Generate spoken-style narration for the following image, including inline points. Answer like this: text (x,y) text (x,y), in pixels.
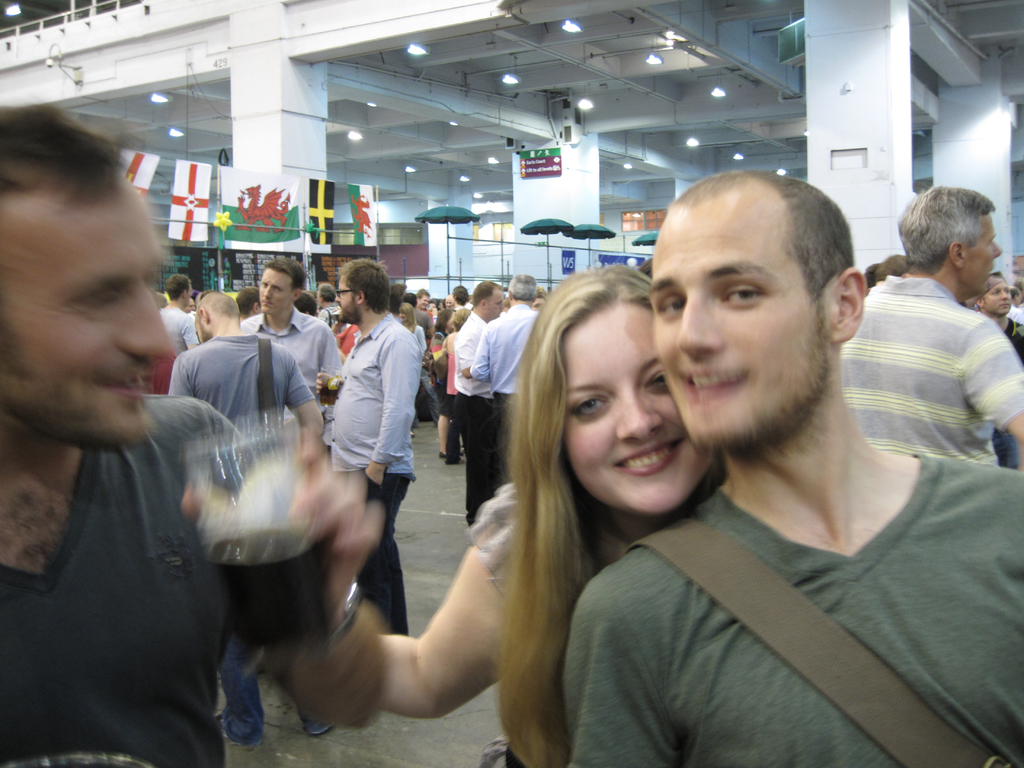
In this picture, we can see a few people (717,479), and a few people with some objects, ground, we can see the roof (665,116) with poles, lights (656,63), we can see pillars (579,185), flags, umbrellas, poster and some object (104,11) in the top left corner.
